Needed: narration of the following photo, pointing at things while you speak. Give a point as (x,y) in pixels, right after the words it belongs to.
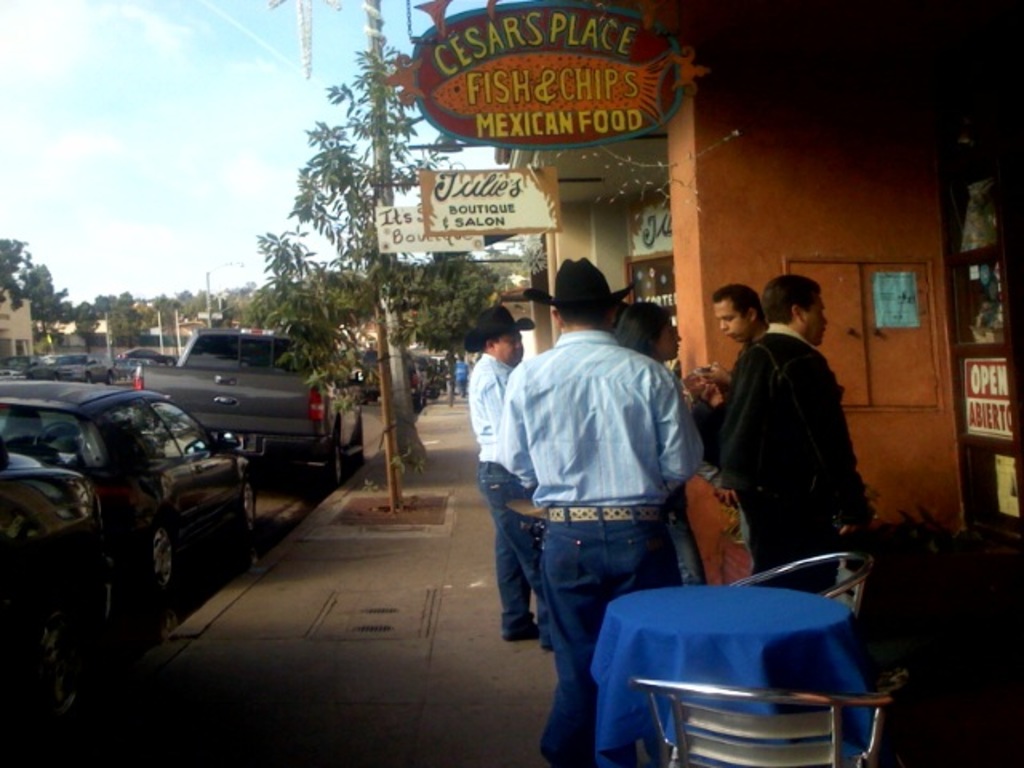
In this image there are group of persons (617,551) standing near a building (771,7) and there is table (838,646), chair (796,570), hoarding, tree (172,306), car (239,399), sky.
